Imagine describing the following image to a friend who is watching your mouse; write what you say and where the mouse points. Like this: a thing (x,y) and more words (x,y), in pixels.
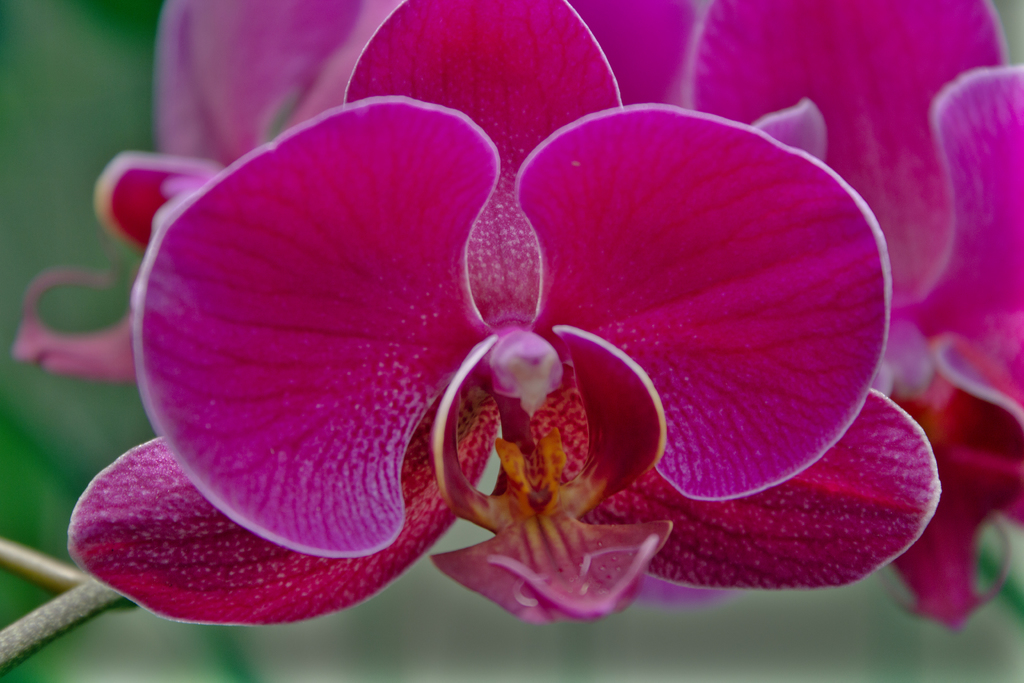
In the center of the image (656,302), we can see flowers (521,156) which are in purple color and there are stems (71,588).
